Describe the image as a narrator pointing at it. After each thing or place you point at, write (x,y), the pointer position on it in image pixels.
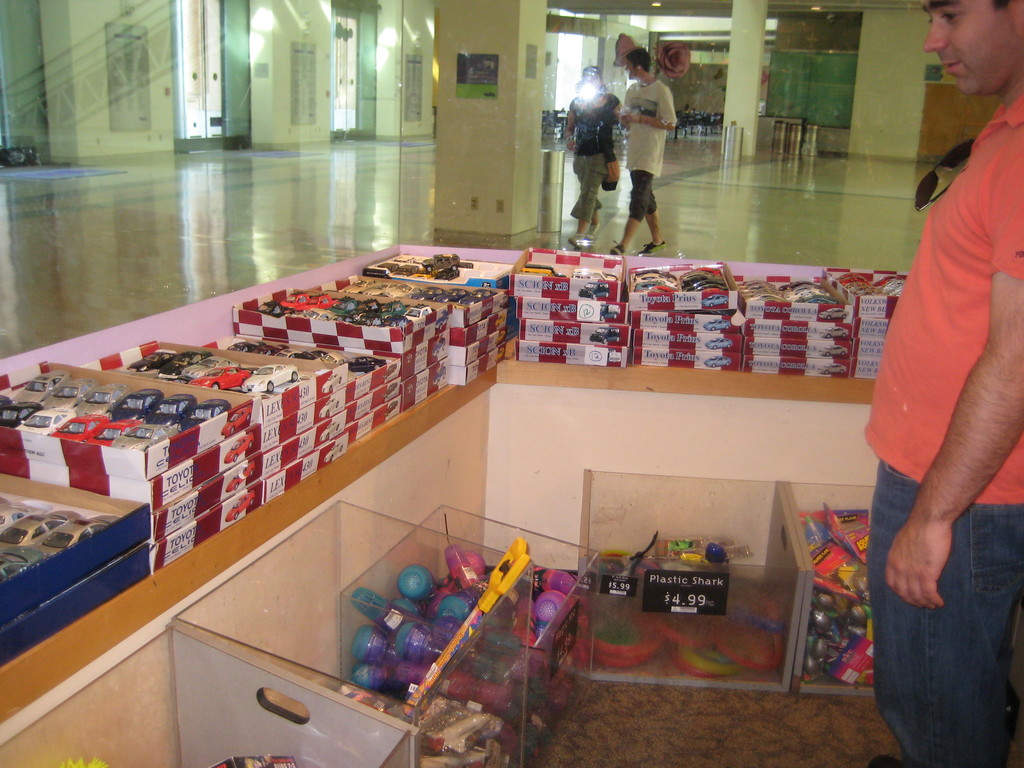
In this picture we can see a man (913,518) in the orange t shirt (929,363) is standing on the floor (805,748) and in front of the man (940,398) there are lots of toys (289,369) in the boxes (133,497) and some are in the glass boxes (518,586). On the right side of the man (943,307) there are two other people (606,163) are walking on the floor (668,205), pillar (453,111) and other things (479,97).
